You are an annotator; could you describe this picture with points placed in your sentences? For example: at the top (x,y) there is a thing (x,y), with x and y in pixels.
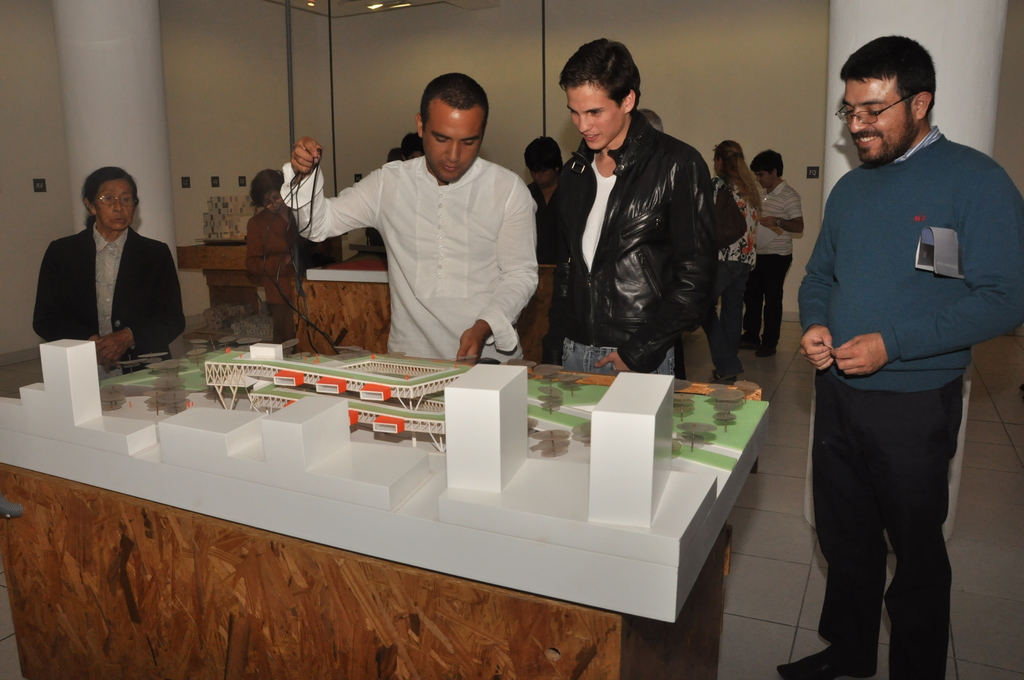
In this image, There is a table (548,618) which is in brown color on that table (32,474) there is a white color object (340,523), There are some people (174,268) standing around the table (533,647), In the background (747,156) there are some people (731,191) standing, There is a brown color wall (723,43) and there is a white color pole (112,92).
